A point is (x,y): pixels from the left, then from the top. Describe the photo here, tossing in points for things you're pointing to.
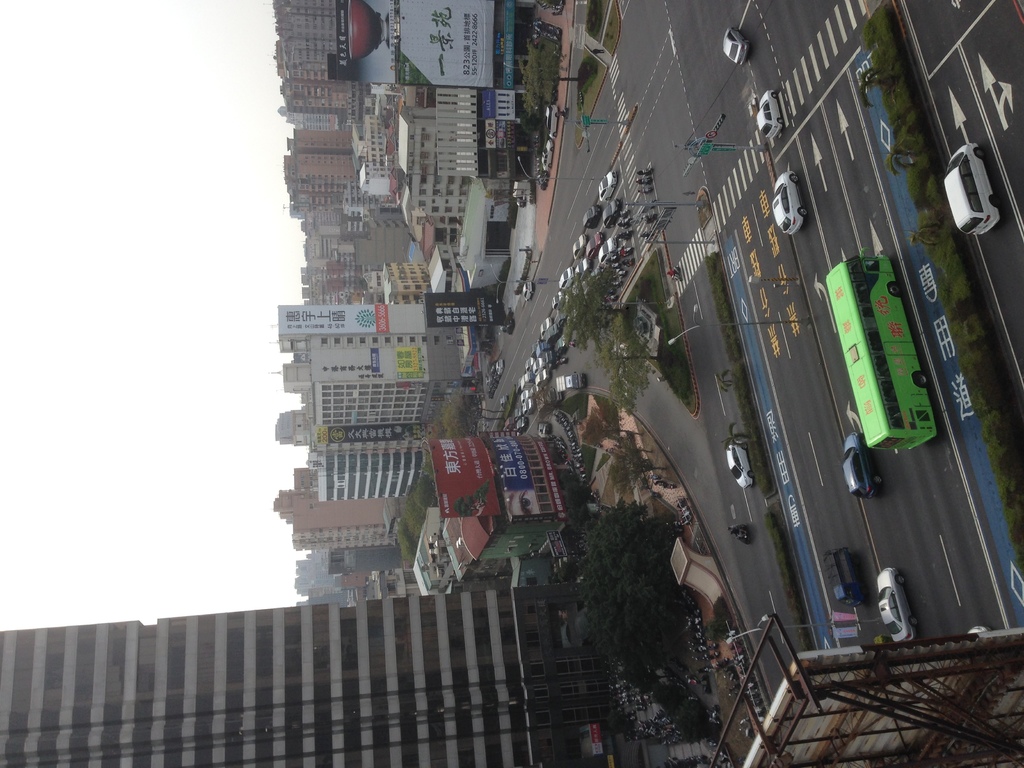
This image consists of so many buildings (334,381) in the middle (472,399). There are so many cars (617,207) and buses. There is the sky (73,249) on the left side (46,271). There are hoardings (420,76) at top (466,66) and bottom. There are trees (611,613) on the right side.
